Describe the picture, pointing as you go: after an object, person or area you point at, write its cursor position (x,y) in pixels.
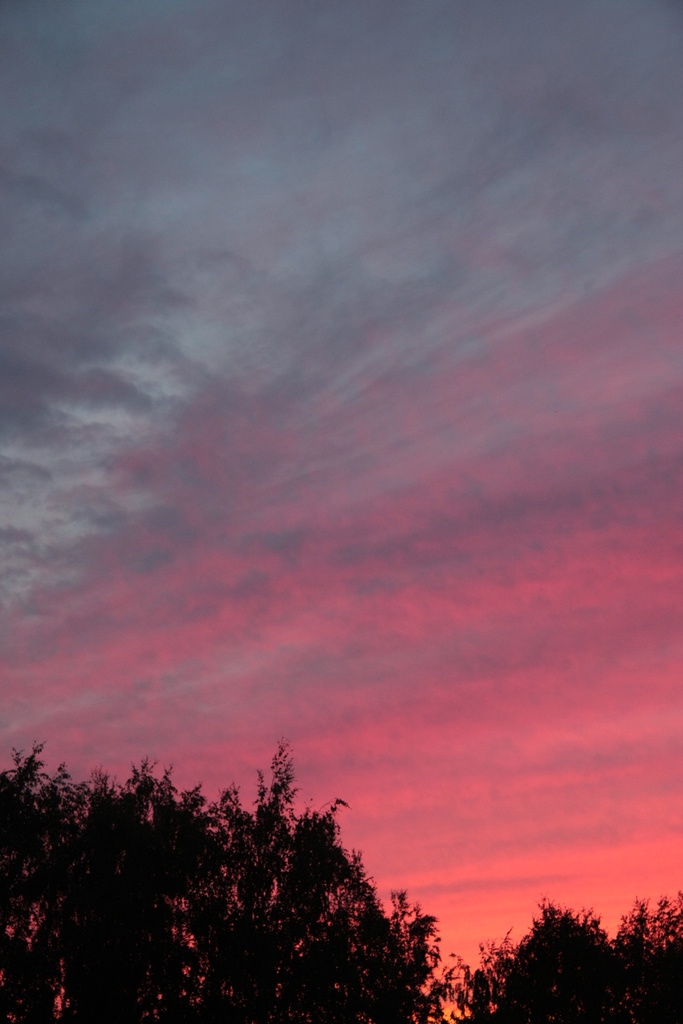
At the bottom of the picture (254,870) there are trees (254,870). Sky (319,586) is cloudy.
